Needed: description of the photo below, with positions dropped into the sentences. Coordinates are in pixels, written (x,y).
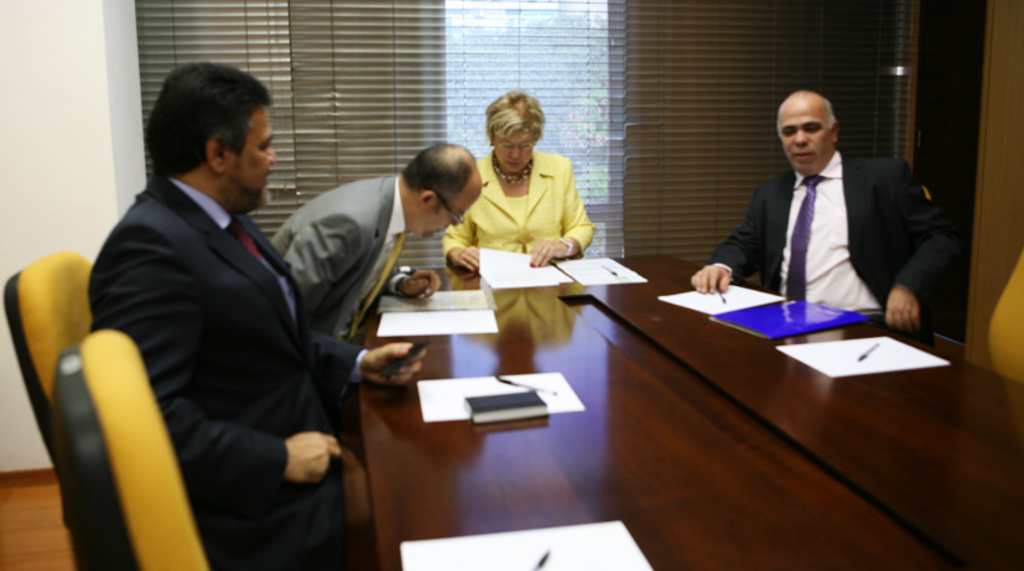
These persons (376,199) are sitting on a chair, In-front of this person's (295,384) there is a table (719,430), on a table (741,347) there is a book (721,314), papers (707,306) and pen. Backside of this woman (546,179) there is a window (547,55).
